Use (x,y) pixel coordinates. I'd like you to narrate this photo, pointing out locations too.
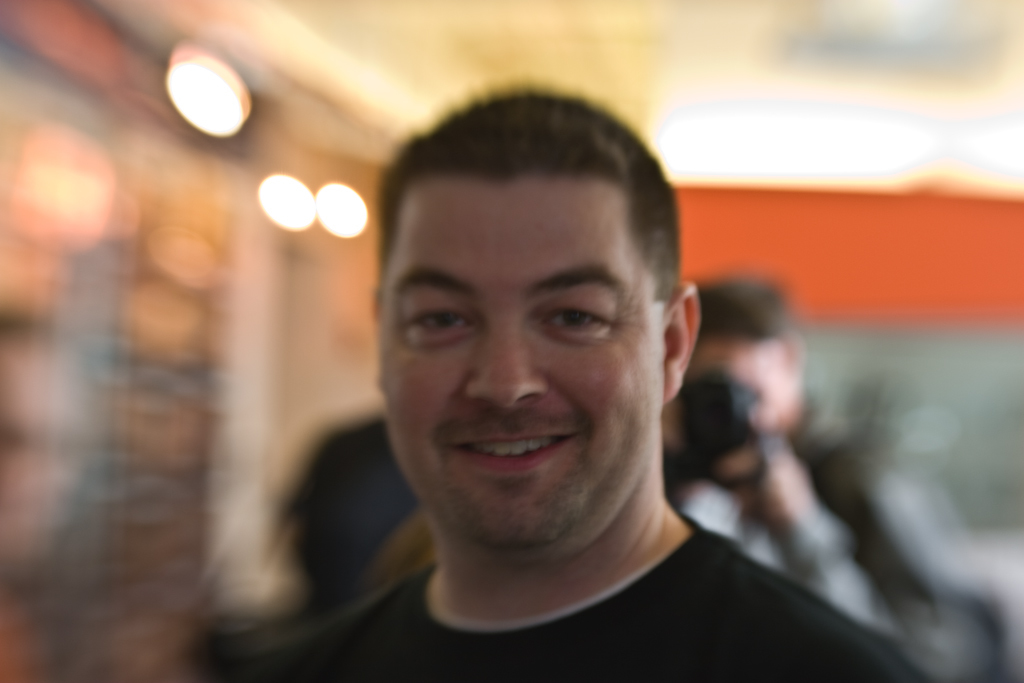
In the image there is a man (548,650) he smiling, the man (566,598) is wearing black shirt (701,610) and behind the man (622,157) another person (780,444) is standing and taking the photograph and the background (818,434) is blurry.
